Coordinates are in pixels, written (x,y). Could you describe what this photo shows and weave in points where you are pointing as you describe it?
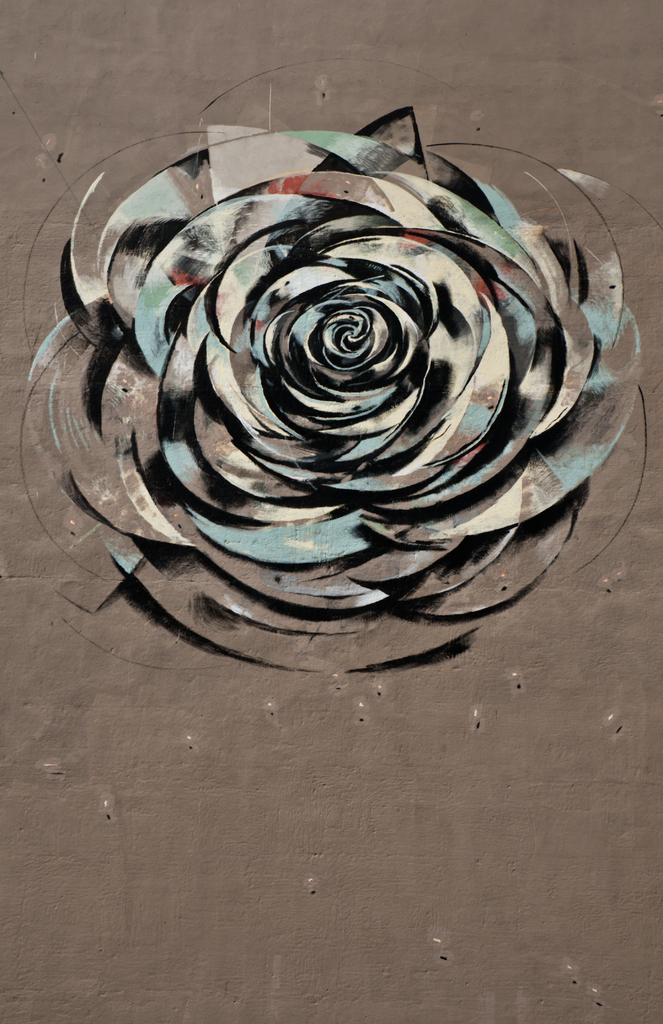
In the foreground of this image (296,449), it seems like painting (324,408) of a flower (374,464) on the brown surface (385,803).
